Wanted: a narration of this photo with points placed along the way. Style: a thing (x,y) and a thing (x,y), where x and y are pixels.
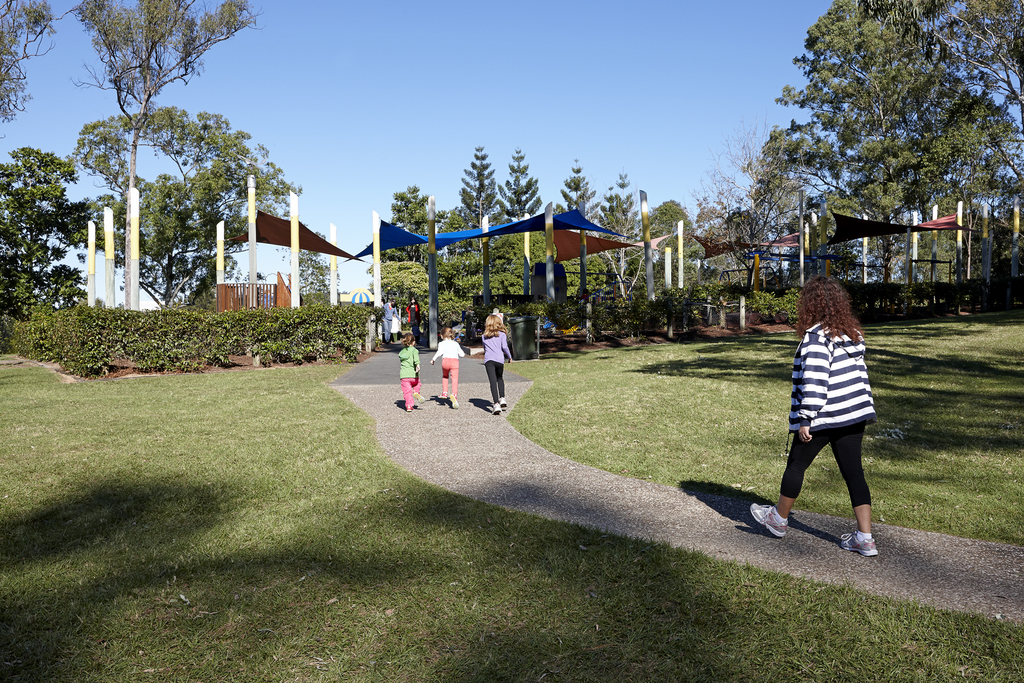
In this image there are three kids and a woman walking on the pavement (441,434), beside the pavement (433,424) there's grass (605,437) on the surface (268,478), in the background of the image (123,332) there are plants (243,313) and trees (513,257).
